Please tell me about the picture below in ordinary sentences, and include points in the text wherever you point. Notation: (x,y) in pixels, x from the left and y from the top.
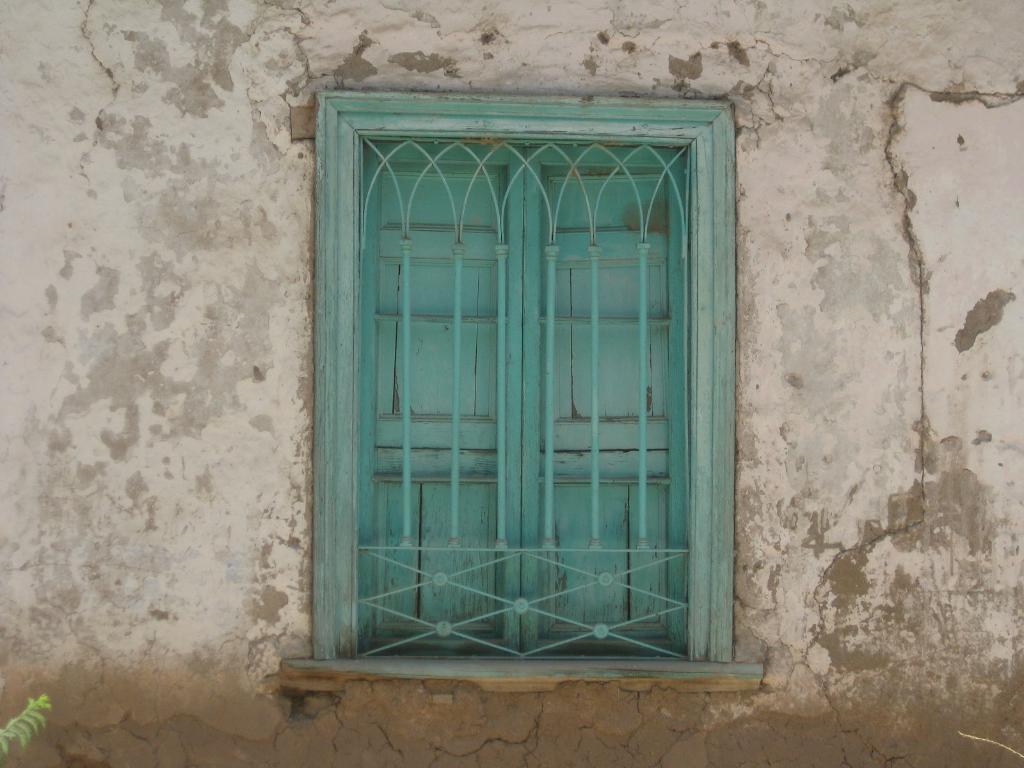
In this image there is wall (174,451), leaves (24,722), rods (551,275) and window (473,399).
